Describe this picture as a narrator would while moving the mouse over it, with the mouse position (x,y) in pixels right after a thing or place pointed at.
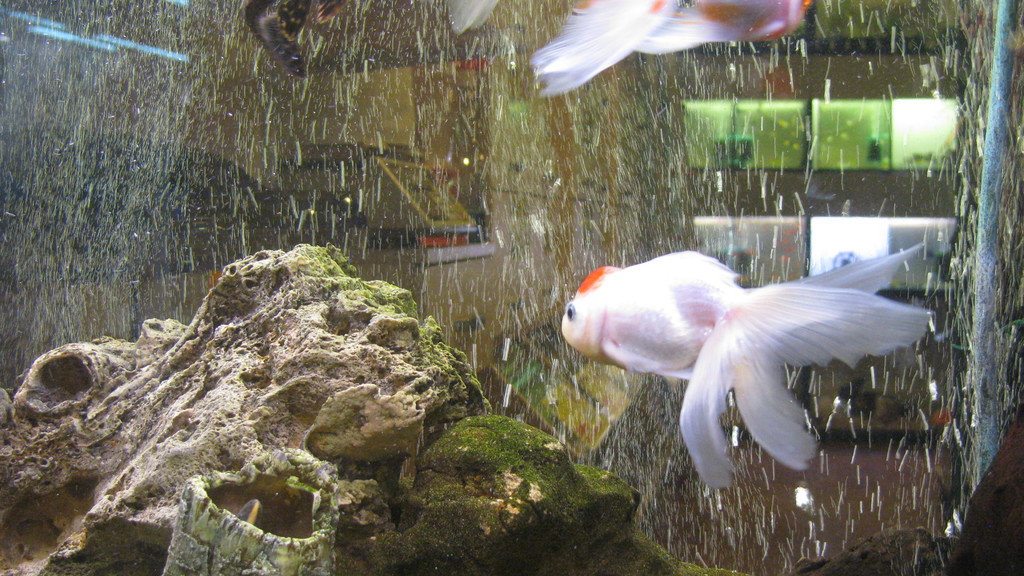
In this picture there are two white fishes (692,256) in the aquarium (811,397). In the back (491,131) I can see the inside view of the room (952,206). On the right (795,161) I can see some objects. In the background (930,262) I can see some other aquariums (854,150) on the shelf (909,193).
